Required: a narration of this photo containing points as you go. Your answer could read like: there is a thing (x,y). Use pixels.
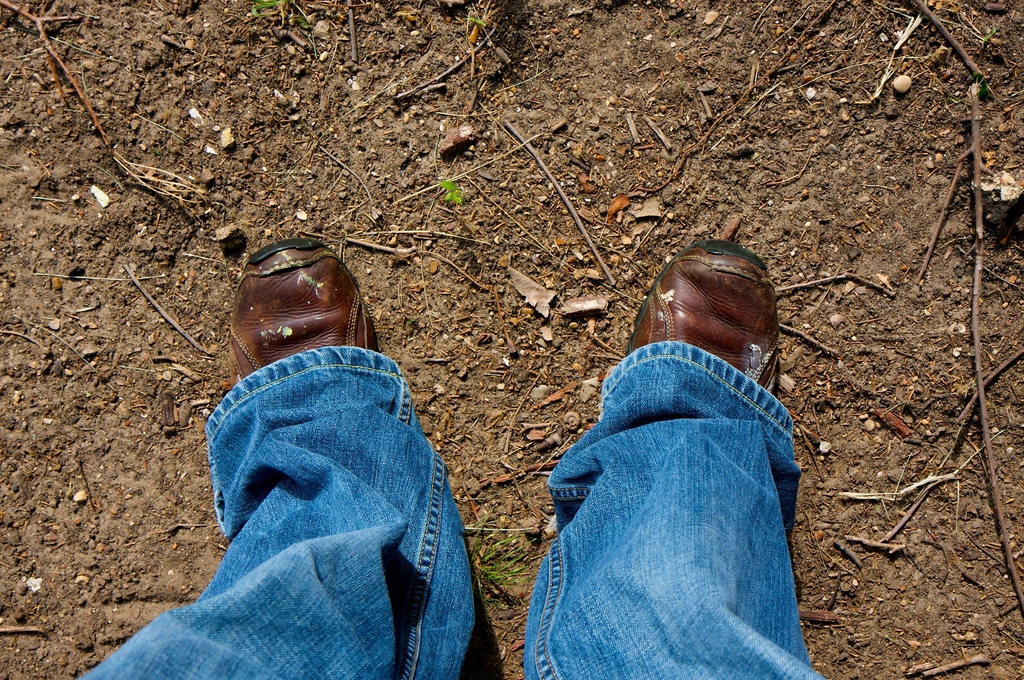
In this image I can see a person's legs (427,554) wearing a jeans (460,523) and shoes (305,273). It seems like this person (671,536) is standing. Here I can see many sticks (980,245) on the ground (406,155).
